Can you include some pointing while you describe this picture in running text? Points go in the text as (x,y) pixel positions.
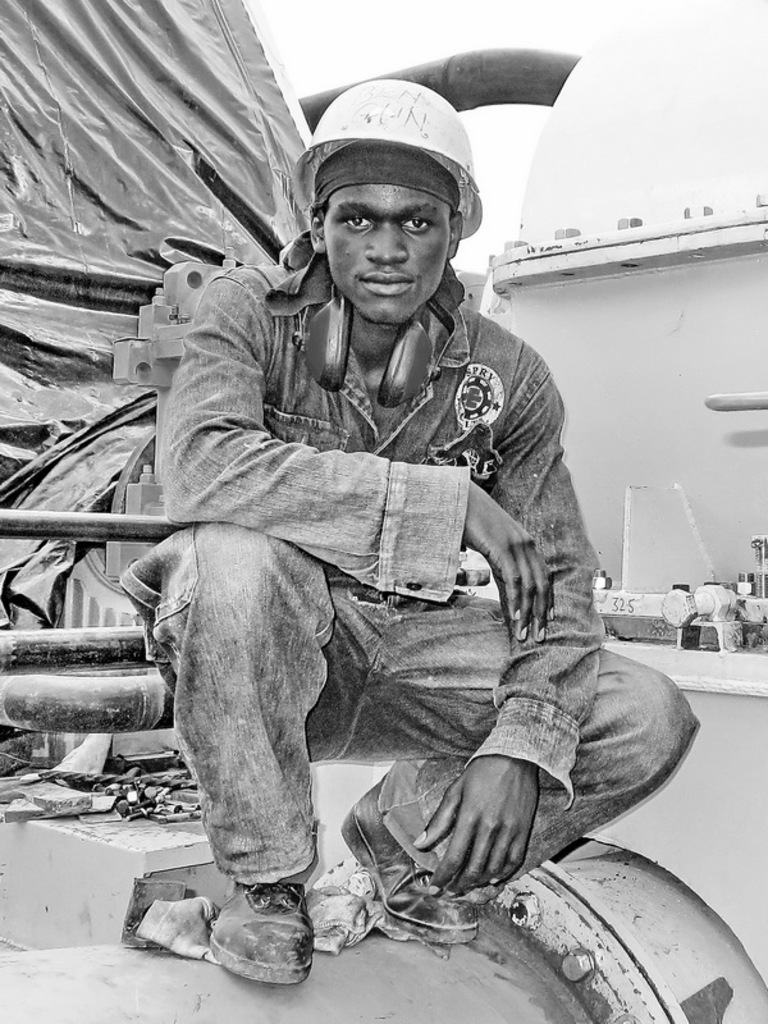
As we can see in the image there is a machine (649,289), cover (144,29), sky (432,18) and a man (428,298) wearing helmet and sitting in the front (376,565).
